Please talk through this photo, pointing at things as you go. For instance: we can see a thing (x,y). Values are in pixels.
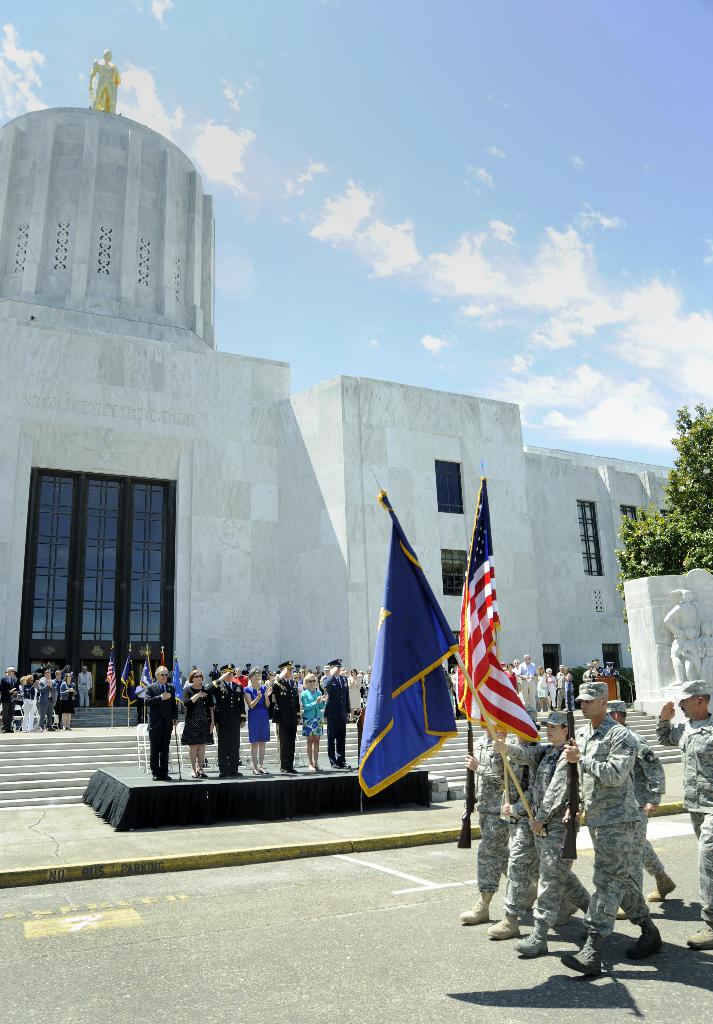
At the bottom of the image (403,819), we can see people (320,691), flags (382,657), stairs (8,767), stage (215,802), walkway (356,816) and road (233,923). On the right side of the image (583,813), we can see people (548,827) are walking on the road (394,983). Few people (602,843) are holding some objects (469,782). Here there is a tree (632,538) and statue (683,639). Background (252,518) there is a building (268,542), wall (345,586), windows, door (89,626) and sky (123,103). On top of the building (120,133), there is a statue (102,101).
